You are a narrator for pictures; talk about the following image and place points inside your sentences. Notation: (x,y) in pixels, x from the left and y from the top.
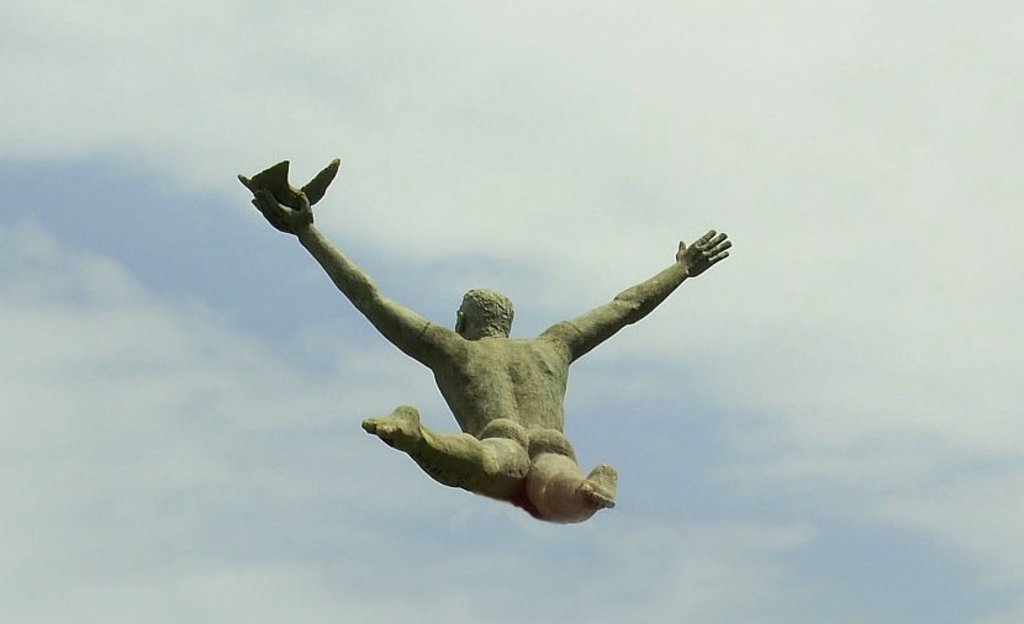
In this picture we can see a statue (457,411) of a man (451,392) and behind the man (478,391) there is a cloudy sky (841,468).
